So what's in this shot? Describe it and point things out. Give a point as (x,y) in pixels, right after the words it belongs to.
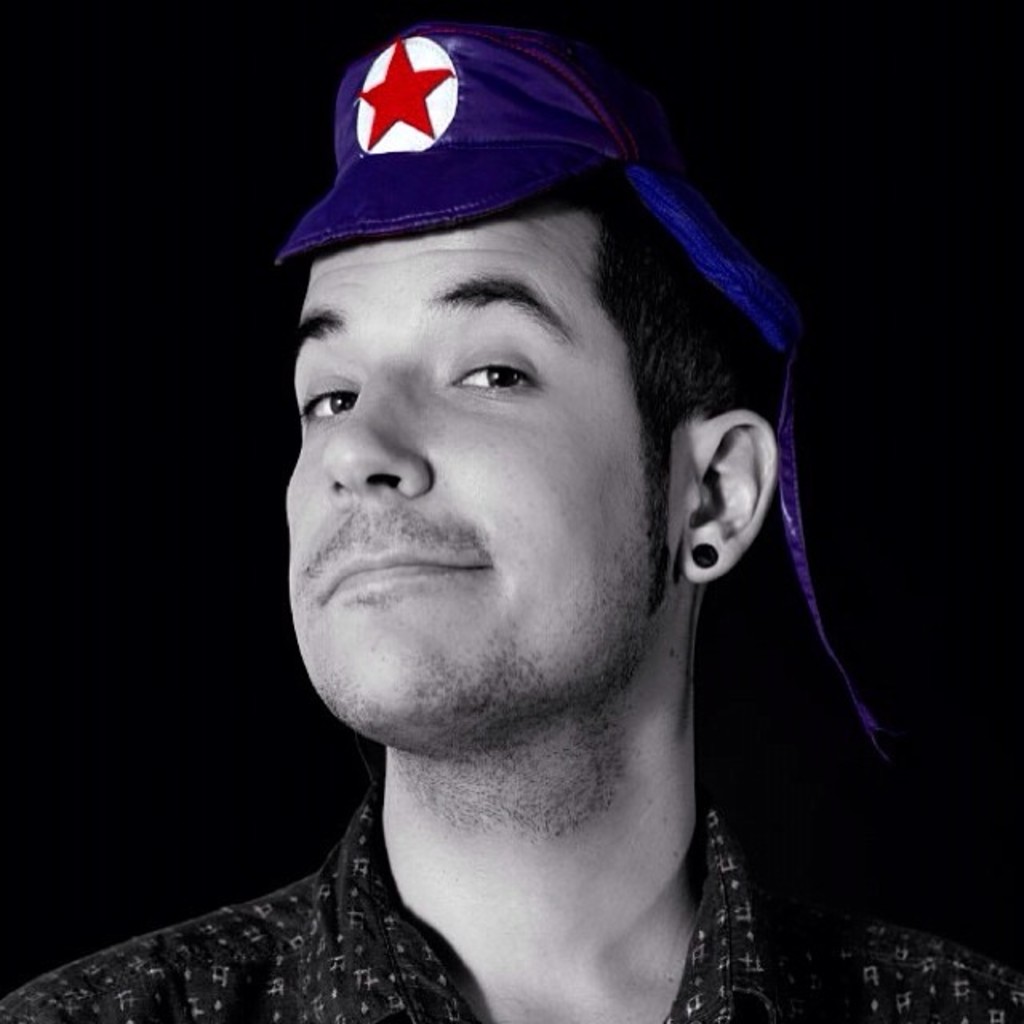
In this image we can see a man (563,677) wearing a cap (442,199).
